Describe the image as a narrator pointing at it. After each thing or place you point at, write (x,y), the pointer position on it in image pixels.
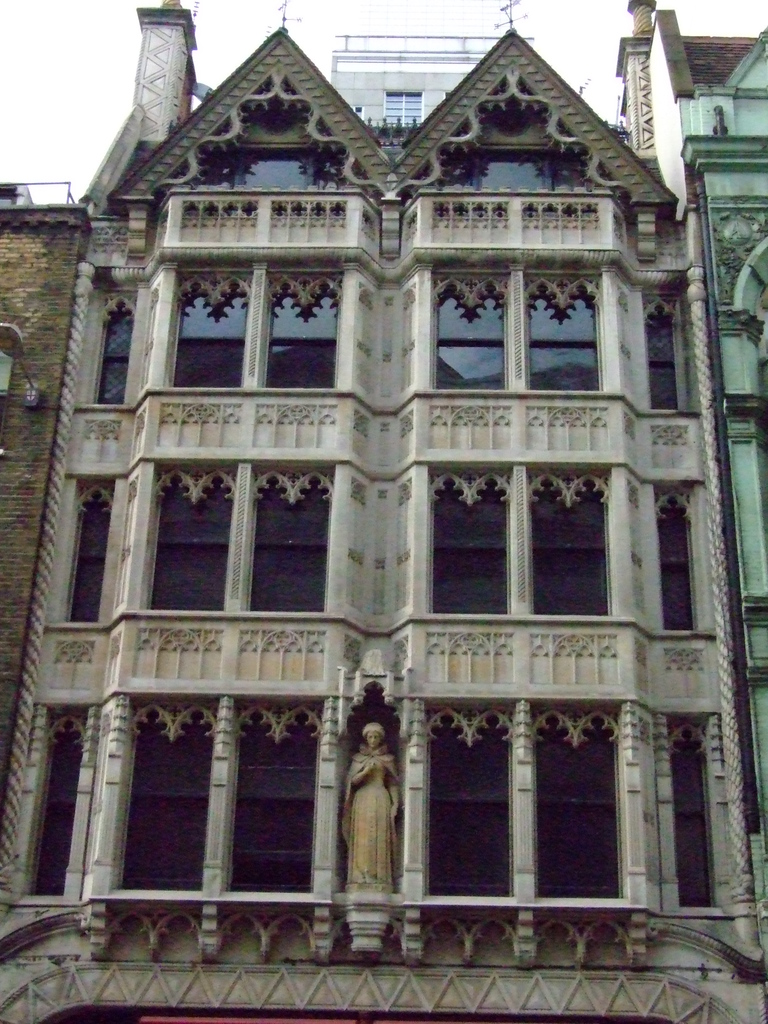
In this image we can see buildings (463,537) and a statue (371,818) in the buildings (425,878) and the sky (245,35) in the background (509,25).
